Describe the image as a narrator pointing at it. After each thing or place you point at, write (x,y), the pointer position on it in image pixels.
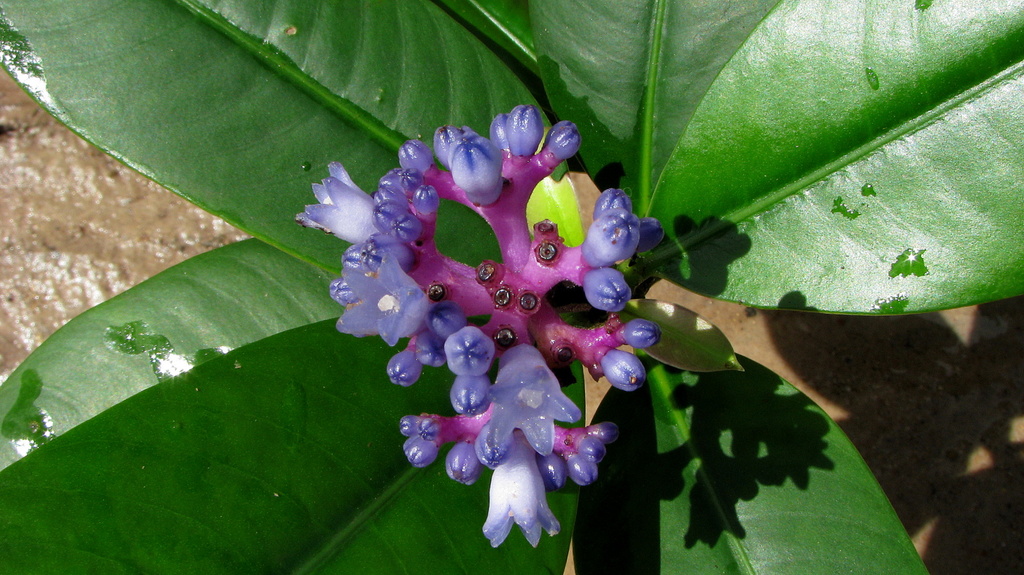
In the image we can see flowers (491,453), pale purple in color. Here we can see the leaves (275,138) and the mud (60,254).
